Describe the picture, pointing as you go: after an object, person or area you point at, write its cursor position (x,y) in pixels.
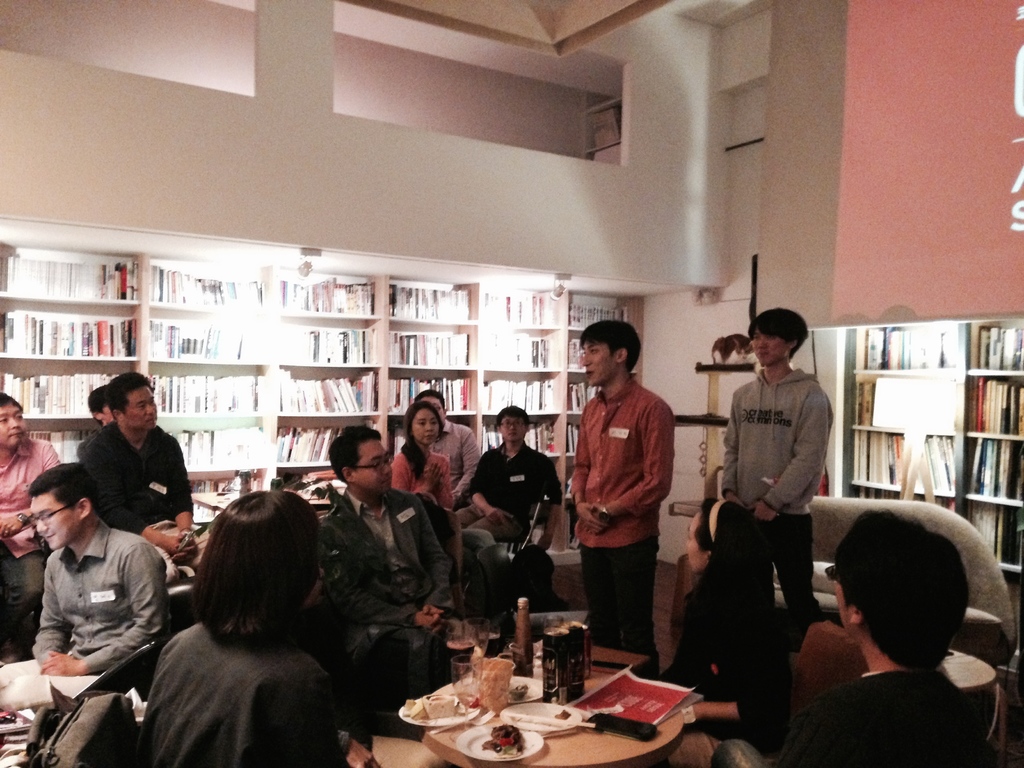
This image is clicked inside a room (573,142). There are many people (163,587) in this image. In the background (39,365) there is a rack (202,401), in which many books (105,338) are filled. To the right (949,196), there is a wall (876,143).
